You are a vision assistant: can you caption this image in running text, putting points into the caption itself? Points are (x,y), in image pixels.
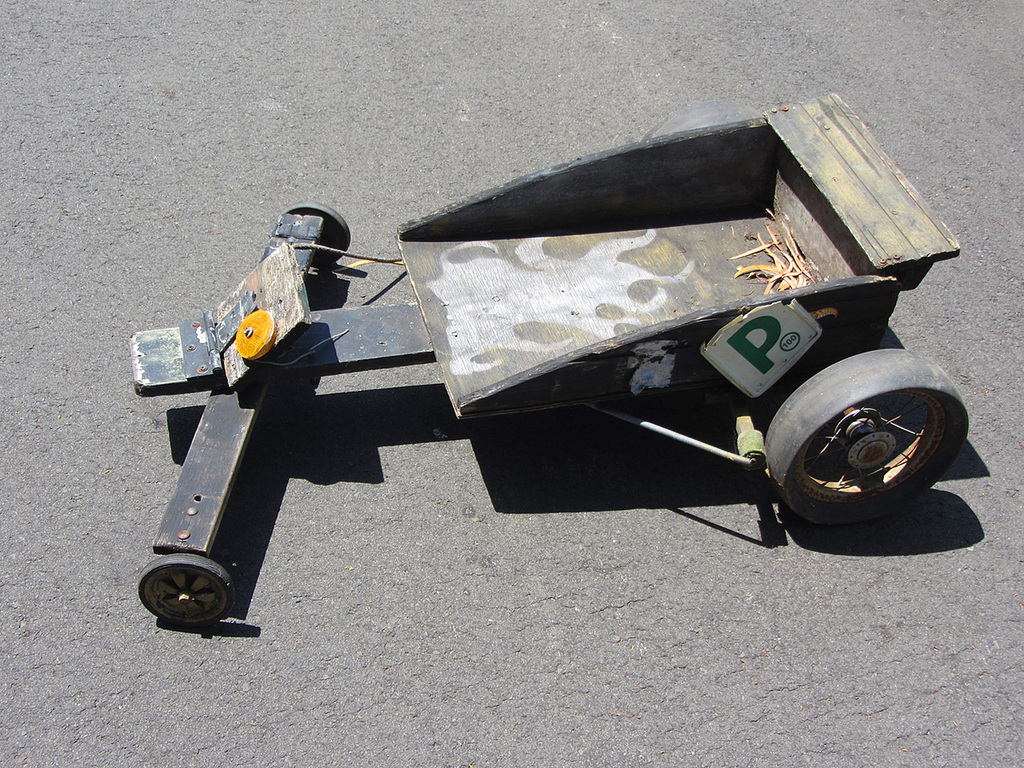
In the middle of the image (586,345) we can see a cart (484,312) on the road (552,458).
